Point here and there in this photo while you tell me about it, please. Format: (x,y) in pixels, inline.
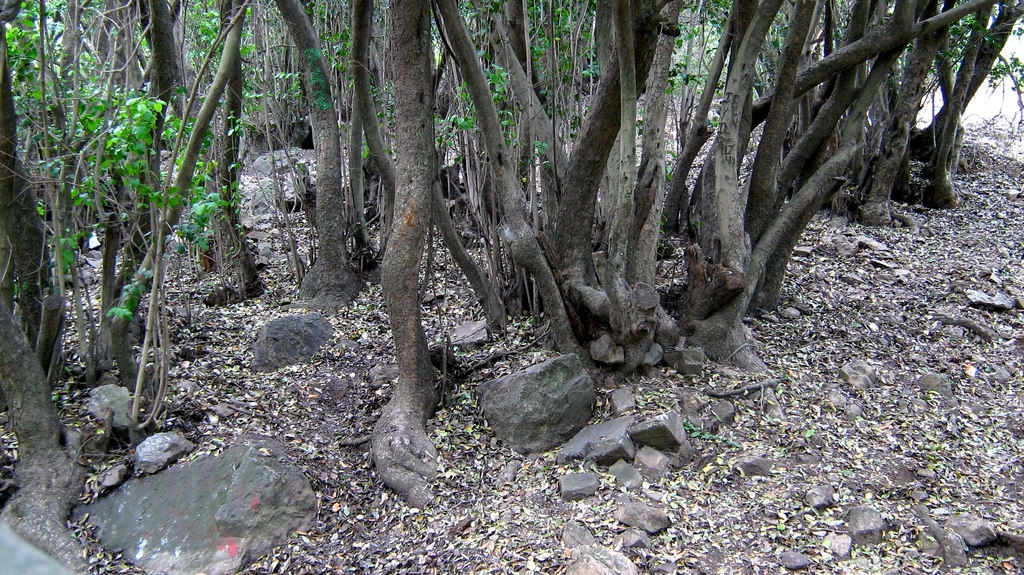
In this image we can see trees (198,235) and stones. And we can see dried leaves (197,413).
